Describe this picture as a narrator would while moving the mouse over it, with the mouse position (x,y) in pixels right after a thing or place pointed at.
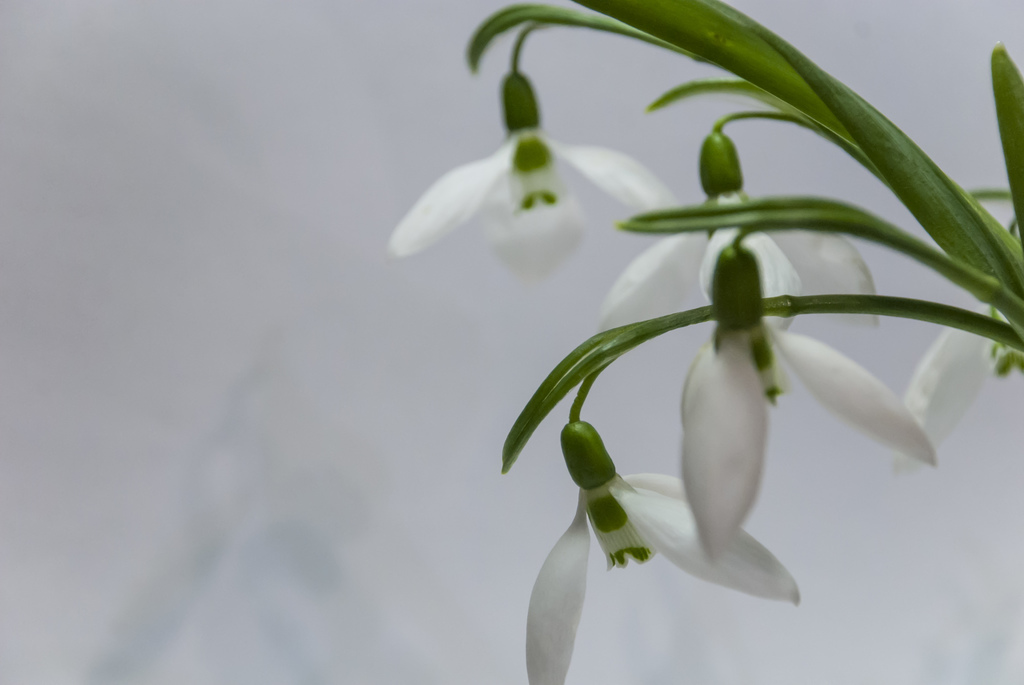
In this picture there are white color flowers (754,385) on the plant (1010,68). At the back (250,507) the image is blurry.
